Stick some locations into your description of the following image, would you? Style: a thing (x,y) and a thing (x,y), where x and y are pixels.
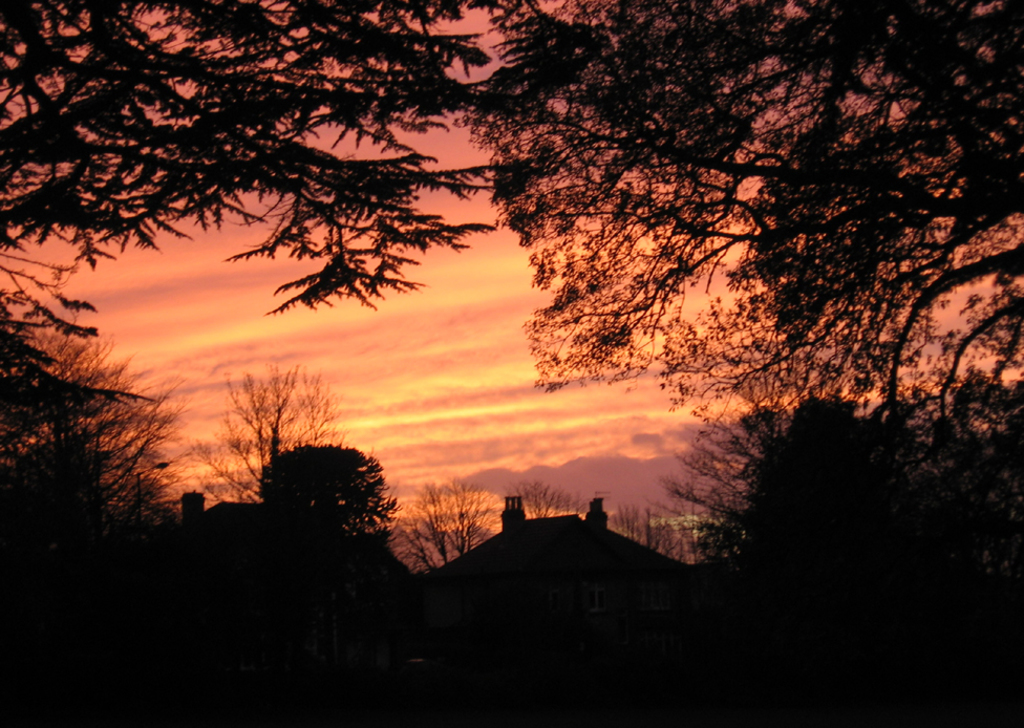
This image is looking dark. In this image there are trees (349,593), buildings (474,582) and sky (407,351).
